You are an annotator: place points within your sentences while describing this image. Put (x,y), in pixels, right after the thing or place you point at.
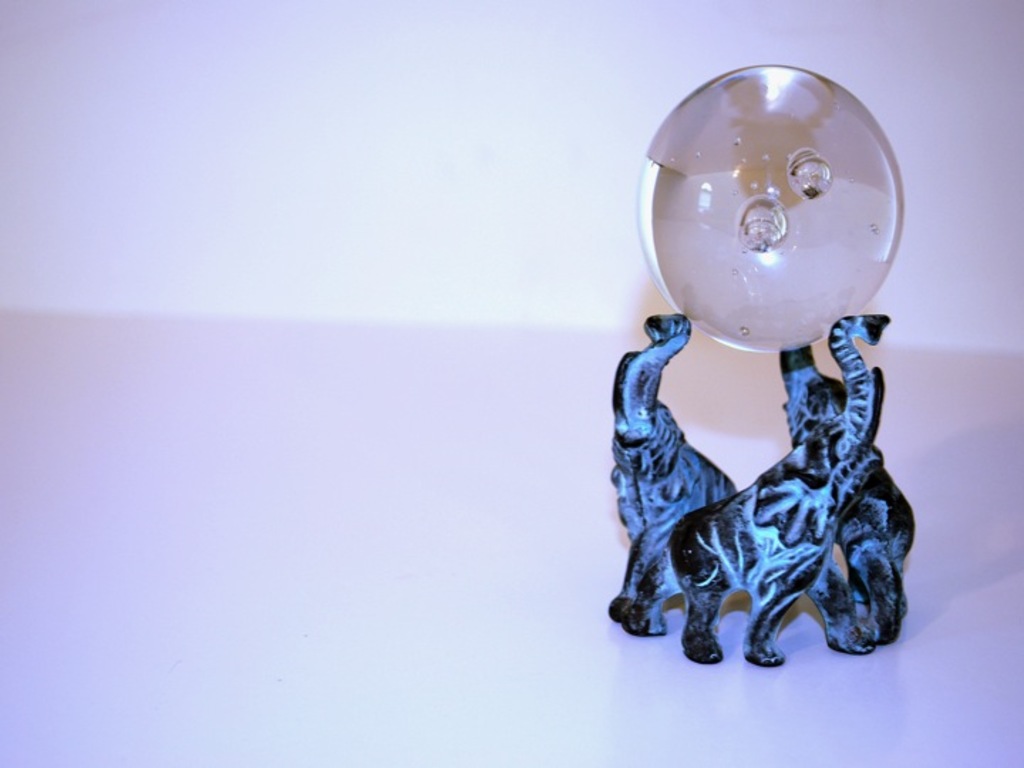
There is sculpture (843,494) at the right (727,274) holding a circular object (727,189). The background (661,66) is white.
